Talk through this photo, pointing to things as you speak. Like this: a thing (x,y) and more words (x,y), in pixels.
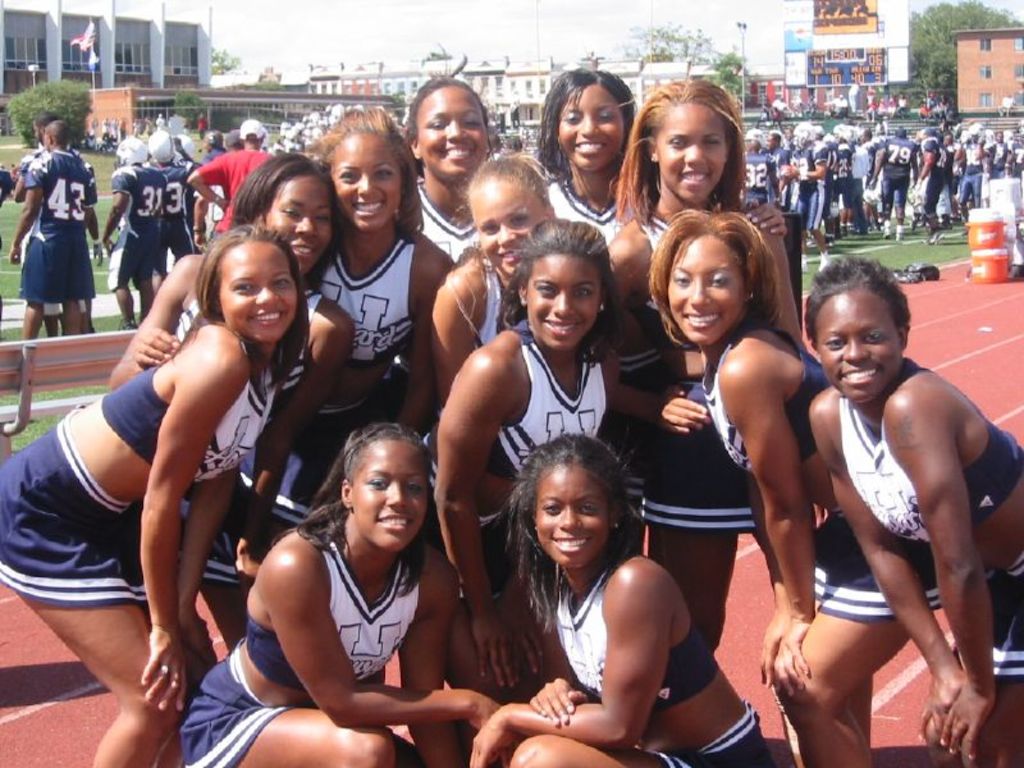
In this image we can see few women (499,354). In the background (128,56) there are many people (35,150), trees (74,93), buildings (641,90), poles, flag poles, objects (879,44), bench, boxes (1018,205) and the sky (704,22).
